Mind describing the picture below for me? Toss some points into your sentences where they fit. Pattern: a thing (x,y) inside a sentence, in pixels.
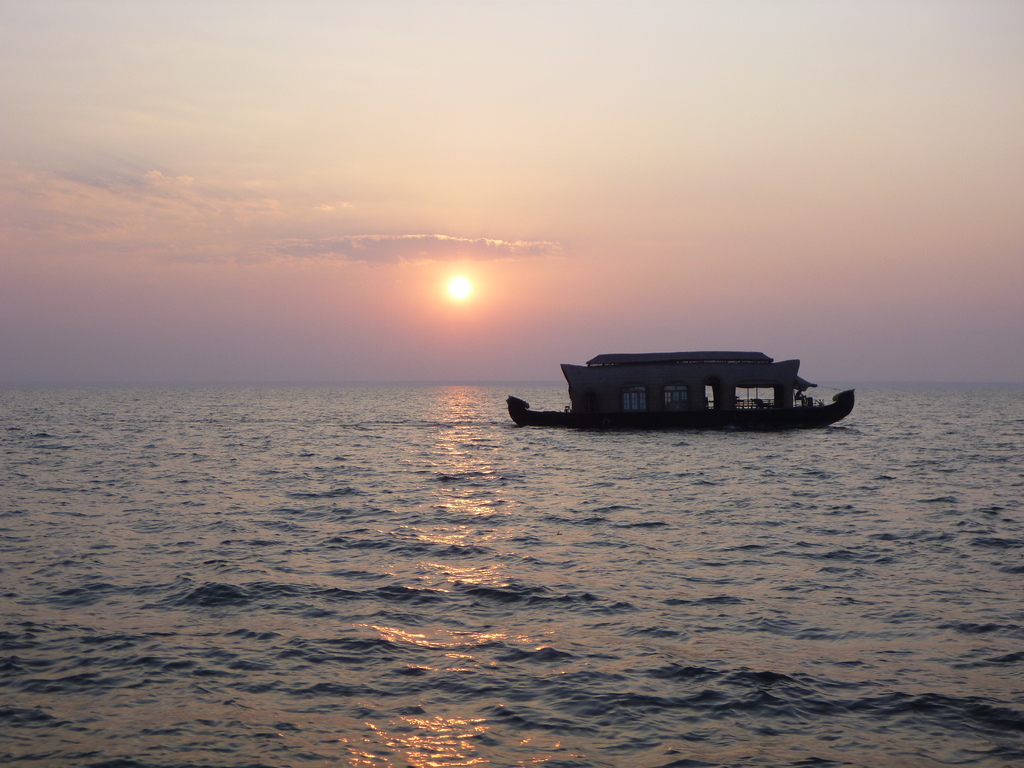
In this image I can see the water (534,601) and a boat (653,403) on the surface (657,447) of the water (623,449). In the background (647,217) I can see the sky (569,202) and the sun (467,283).
